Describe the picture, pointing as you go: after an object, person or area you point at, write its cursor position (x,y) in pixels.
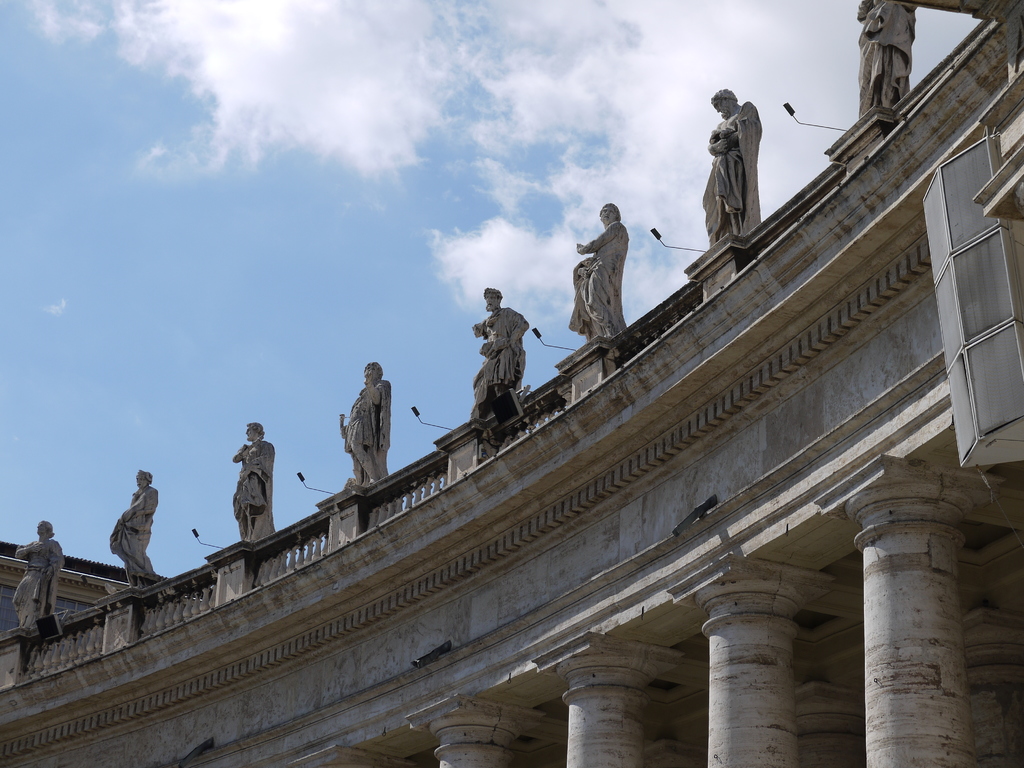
There are statues (385,414) of the persons (752,136) arranged on the top of a building (142,608) which is having a fence (233,562) and pillars (919,591). In the background (739,27), there are clouds (263,4) in the blue sky (239,311).
